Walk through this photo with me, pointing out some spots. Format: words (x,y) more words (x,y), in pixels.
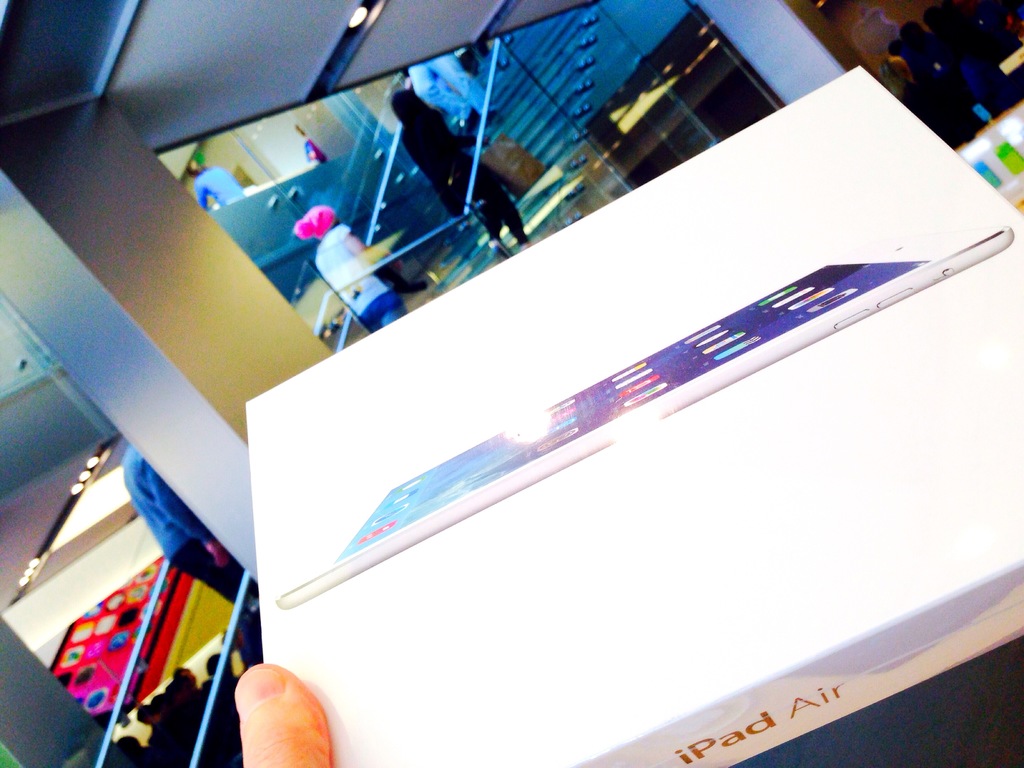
At the center of the image (457,376) there is a box (609,558) held by a person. On the left side of the image (165,499) there are few persons (345,233) are standing on the steps (519,46). At the top of the image (189,71) there is a ceiling (253,46).
